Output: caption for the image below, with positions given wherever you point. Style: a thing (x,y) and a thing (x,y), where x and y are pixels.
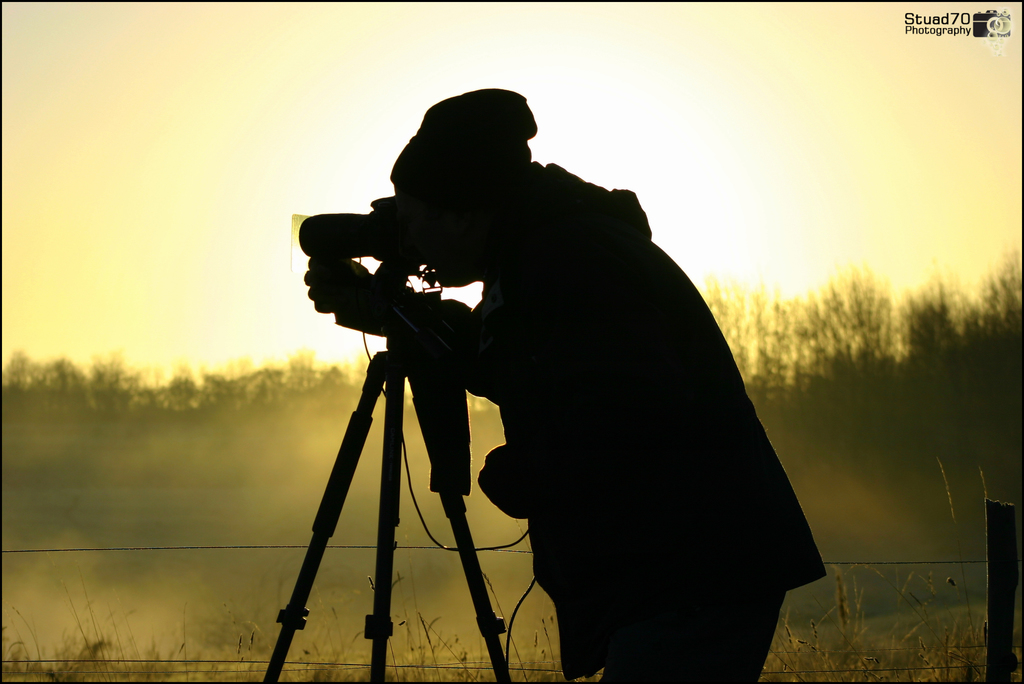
A person (530,224) is standing and there is a camera (325,244) and tripod (395,401). There is fence (994,562) and trees (59,383) at the back (994,473).
